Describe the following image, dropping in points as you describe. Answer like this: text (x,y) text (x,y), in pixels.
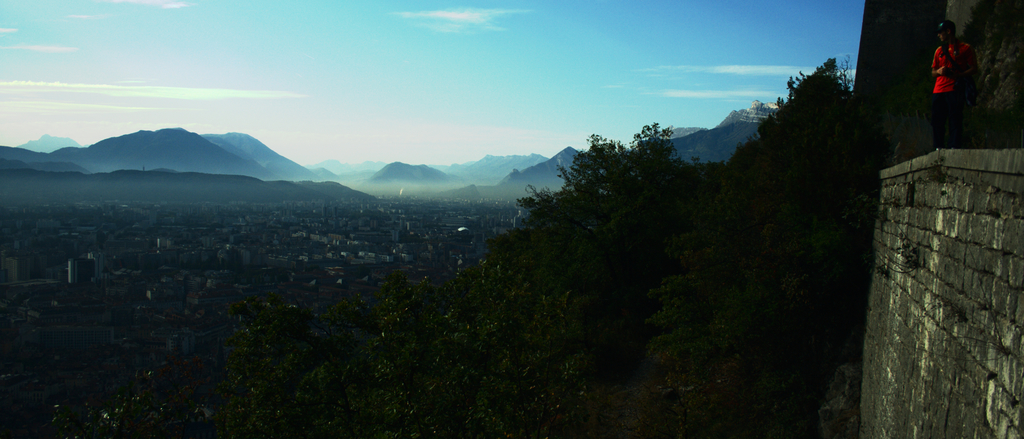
This is the picture of a city (222,347). On the right side of the image (942,79) there is a person (948,97) standing on the wall (991,339) and there are trees (703,281). At the back (430,215) there are buildings (222,237) and trees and there are mountains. At the top (376,25) there is sky (376,25) and there are clouds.
